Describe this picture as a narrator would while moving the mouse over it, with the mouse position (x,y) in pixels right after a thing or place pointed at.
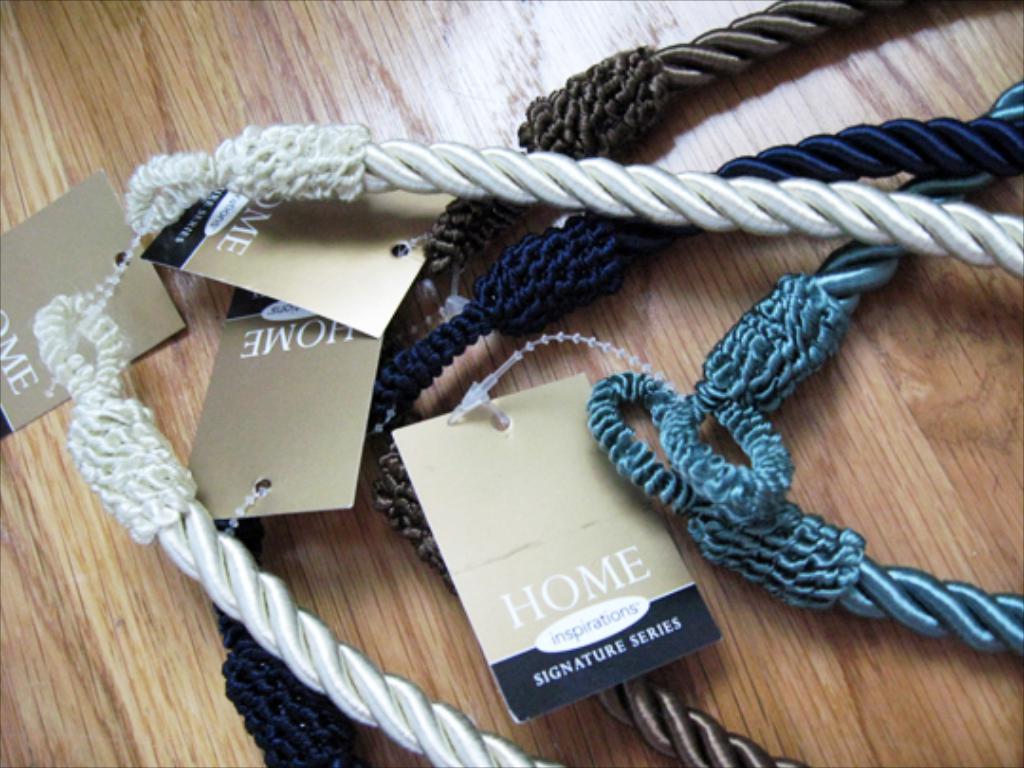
In this picture we can see ropes (859,283) of different colors with tags (269,198) and these are placed on a wooden platform (603,3).
